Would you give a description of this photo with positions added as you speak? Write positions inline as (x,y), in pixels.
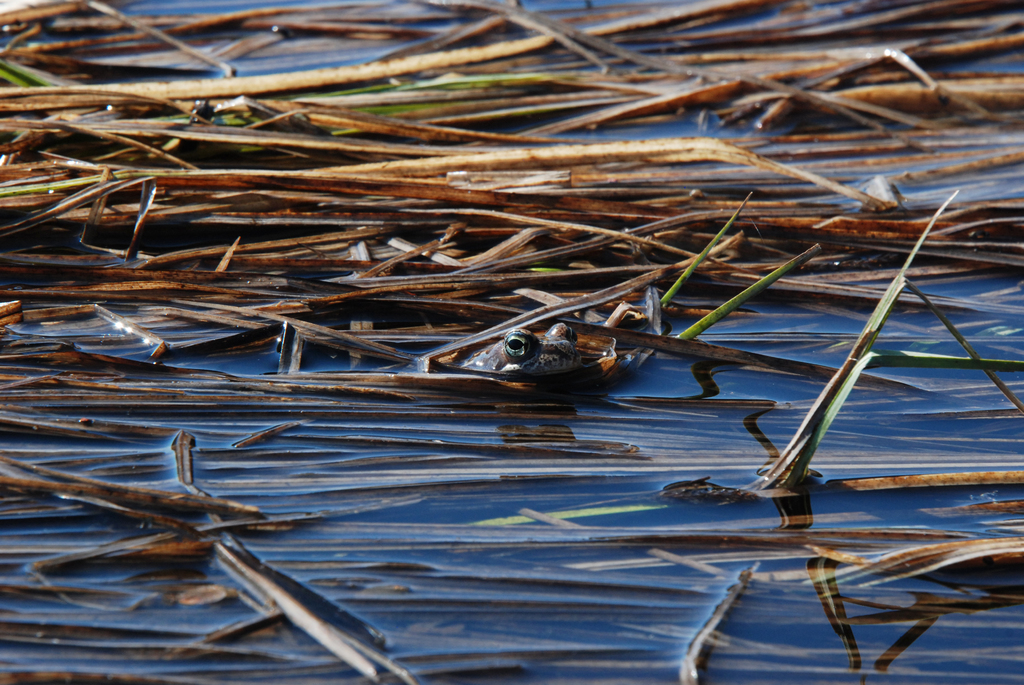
In this picture there is a river (450,622) with dried grass (415,70) and frog (562,325).
